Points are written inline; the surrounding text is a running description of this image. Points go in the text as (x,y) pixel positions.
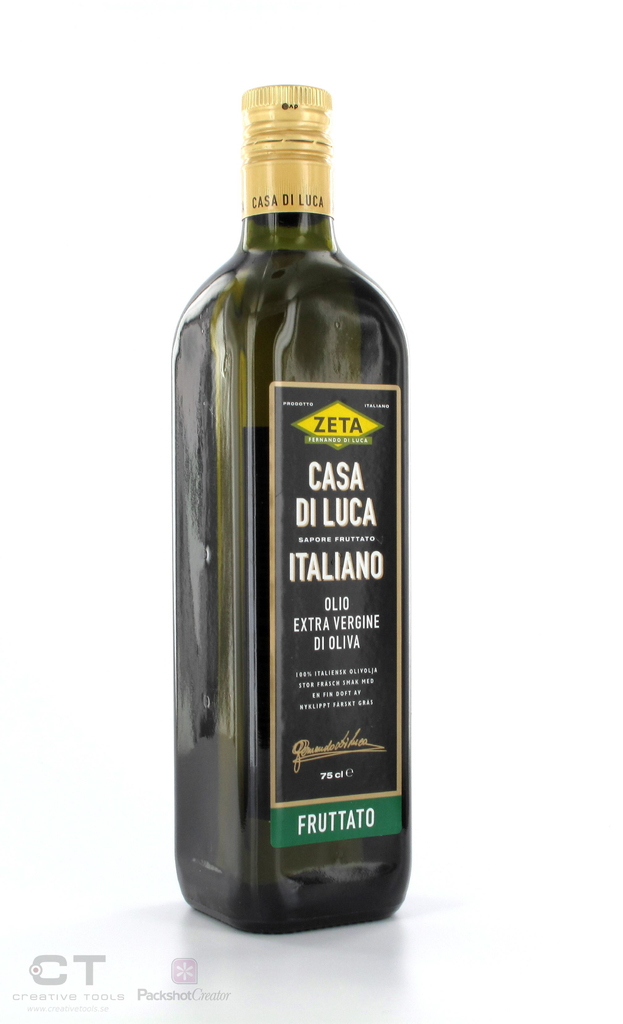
In this image, we can see a bottle (272,460) on the white background. There is a label (392,594) on the bottle (262,530) contains some text (360,626).
